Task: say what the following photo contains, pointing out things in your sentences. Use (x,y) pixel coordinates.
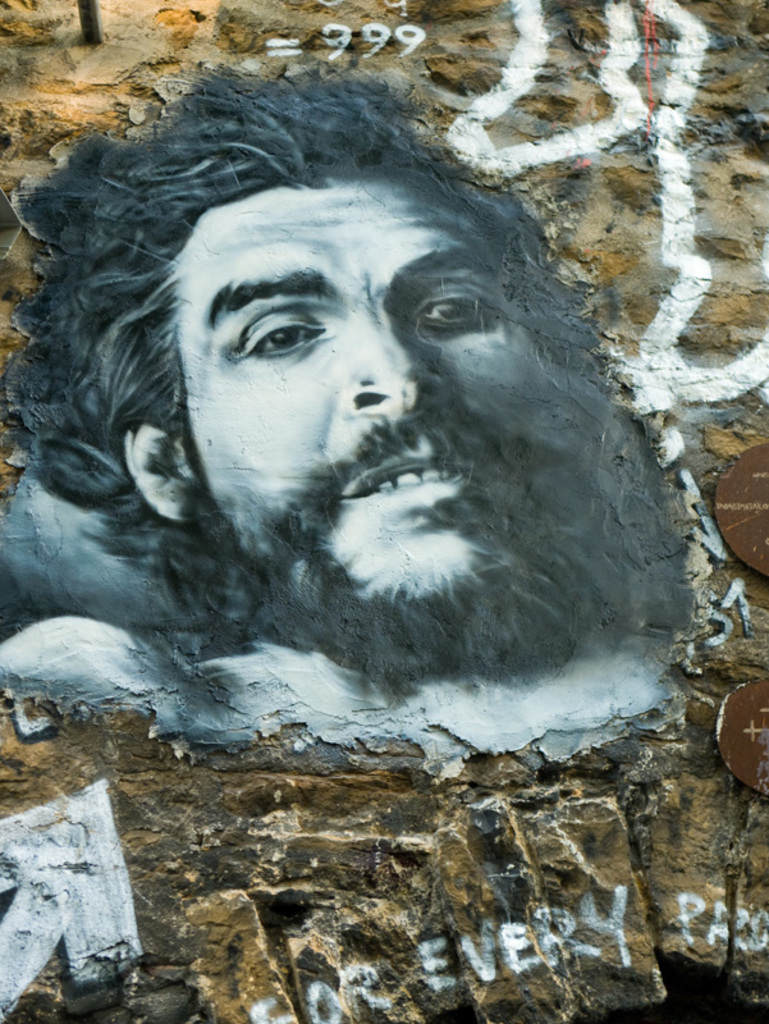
In this image I can see a huge wall (321,809) which is made up of rocks (682,251) and on the wall (613,98) I can see a painting (460,285) of a person's face (330,549) which is white and black in color.
